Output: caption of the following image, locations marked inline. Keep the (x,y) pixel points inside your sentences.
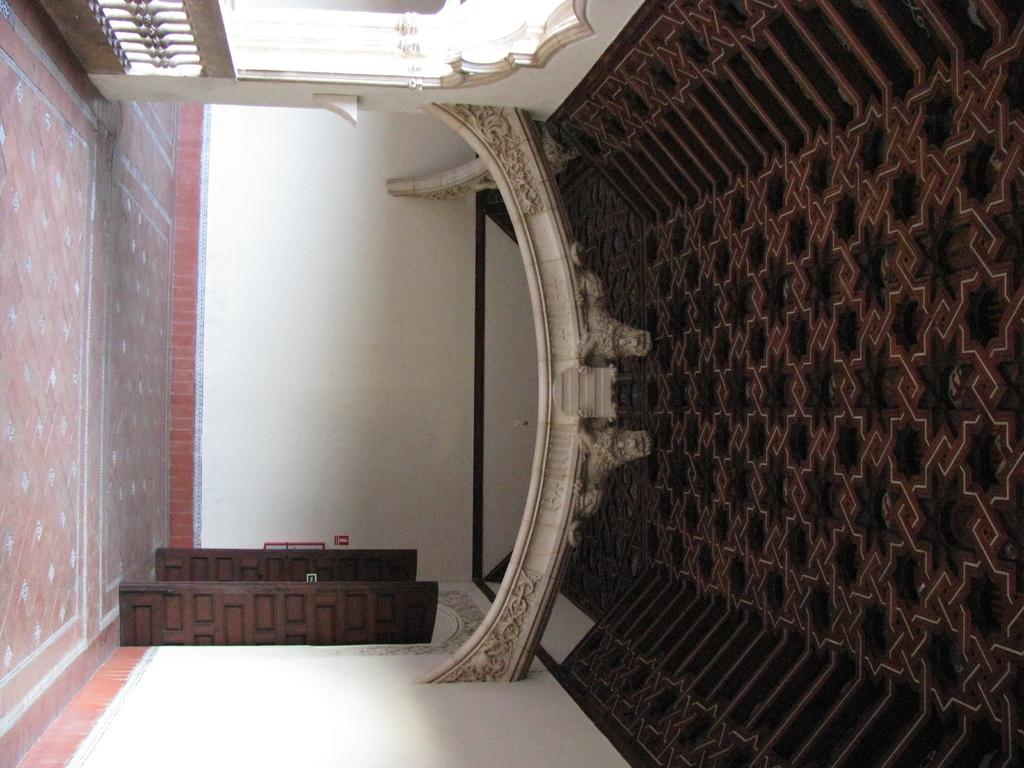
This is a rotated image. This is the floor (70,322). This is the ceiling (787,364). This is a door (314,587). This is boundary (202,68).
